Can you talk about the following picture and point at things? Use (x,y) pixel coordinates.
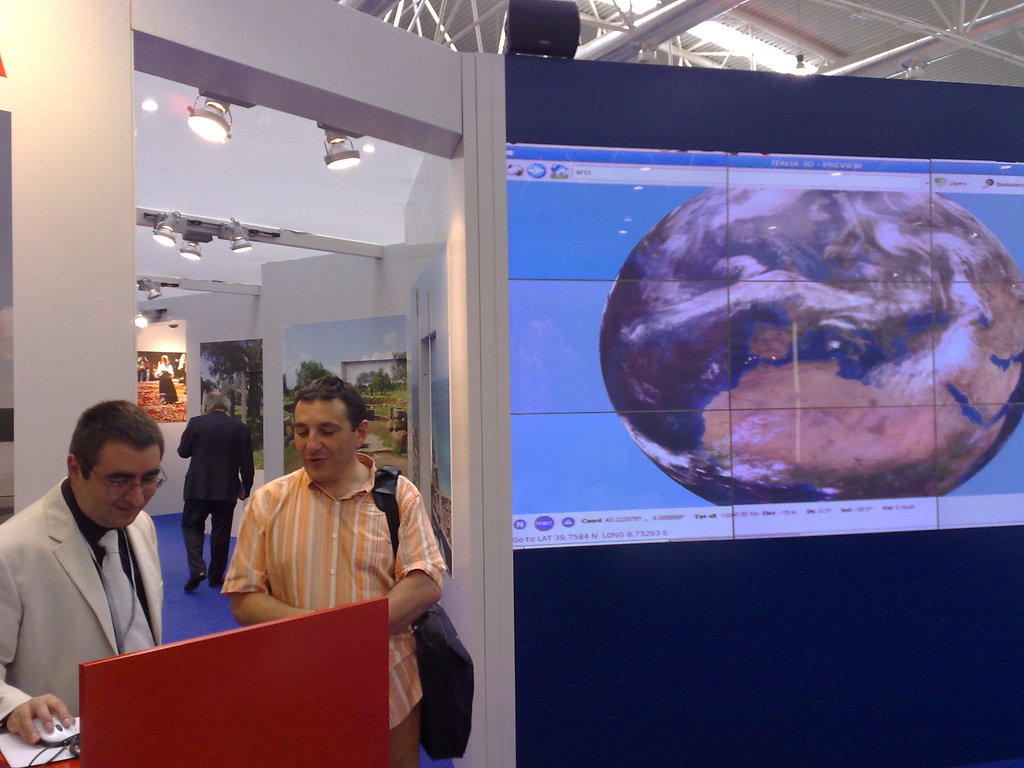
In this image we can see two persons (253,526) standing. One person (324,535) is wearing a bag (446,635). And another person (84,596) is wearing a specs (120,481) and holding a mouse (35,723). In the back (199,457) one person (203,470) is walking. On the ceiling (214,245) there are lights (172,233). Also there are rods (619,22). On the walls (122,377) there are photo frames (379,428). On the right side (829,456) there is a screen (706,448).
